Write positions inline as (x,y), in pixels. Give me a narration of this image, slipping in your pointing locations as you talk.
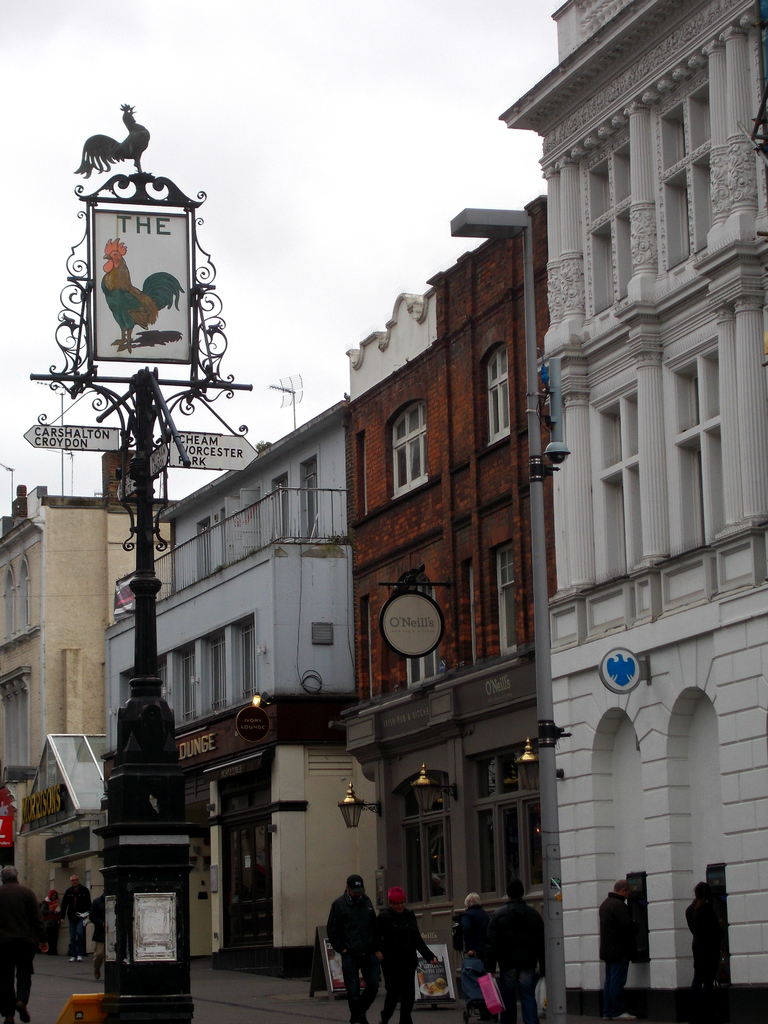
In the picture we can see some buildings (253,921), one is cream in color, one building (474,440) is brown in color, and one is white in color and near to it, we can see some people (530,980) are walking on the path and opposite to the buildings (169,562) we can see a designed pole (118,378) with a bird picture (95,218) on it and in the background (184,173) we can see a sky (257,442).
